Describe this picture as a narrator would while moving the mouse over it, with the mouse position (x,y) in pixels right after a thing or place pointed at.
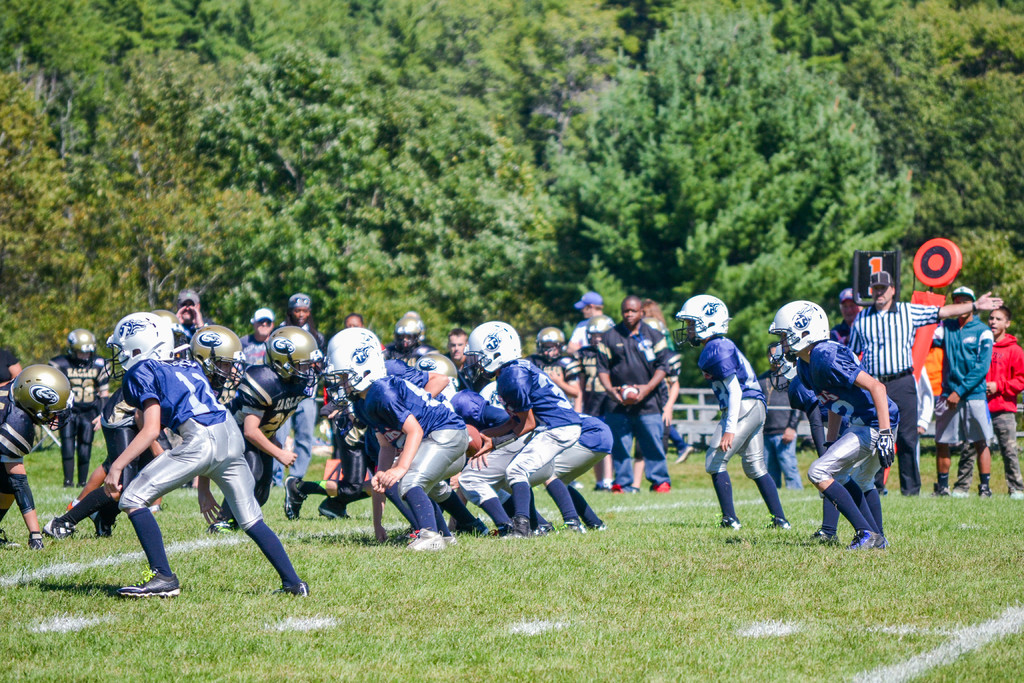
In this image there are group of people (519,347) playing a game, and in the background (839,301) there are some objects (867,296) and trees (526,253).
